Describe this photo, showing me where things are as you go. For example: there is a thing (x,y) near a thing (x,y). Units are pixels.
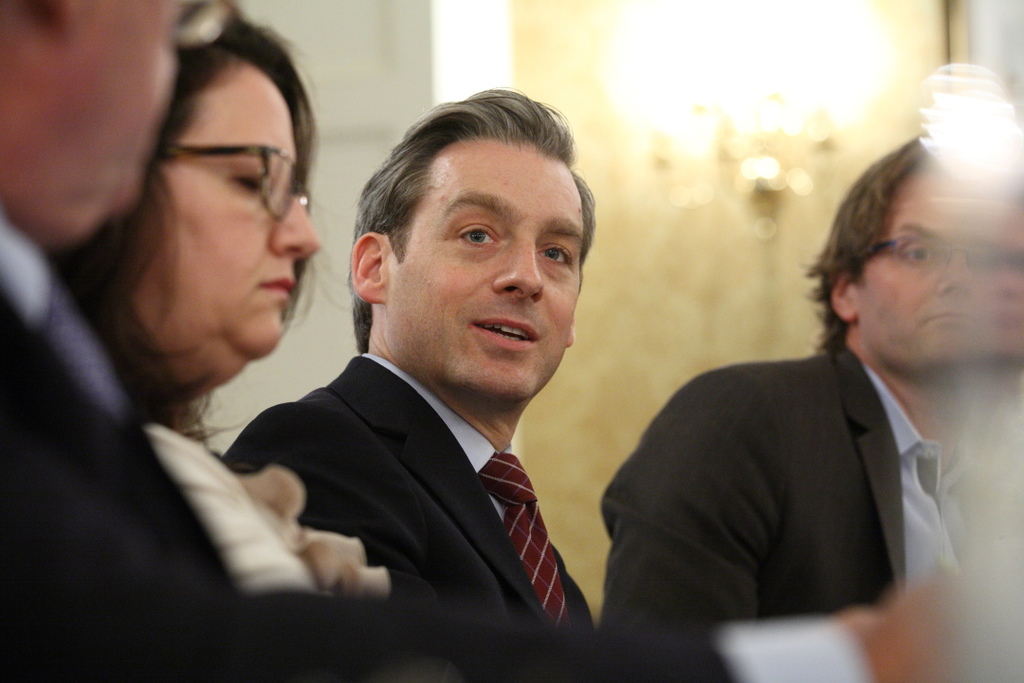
In this image we can see people (505,673). Background (690,188) it is blur.
